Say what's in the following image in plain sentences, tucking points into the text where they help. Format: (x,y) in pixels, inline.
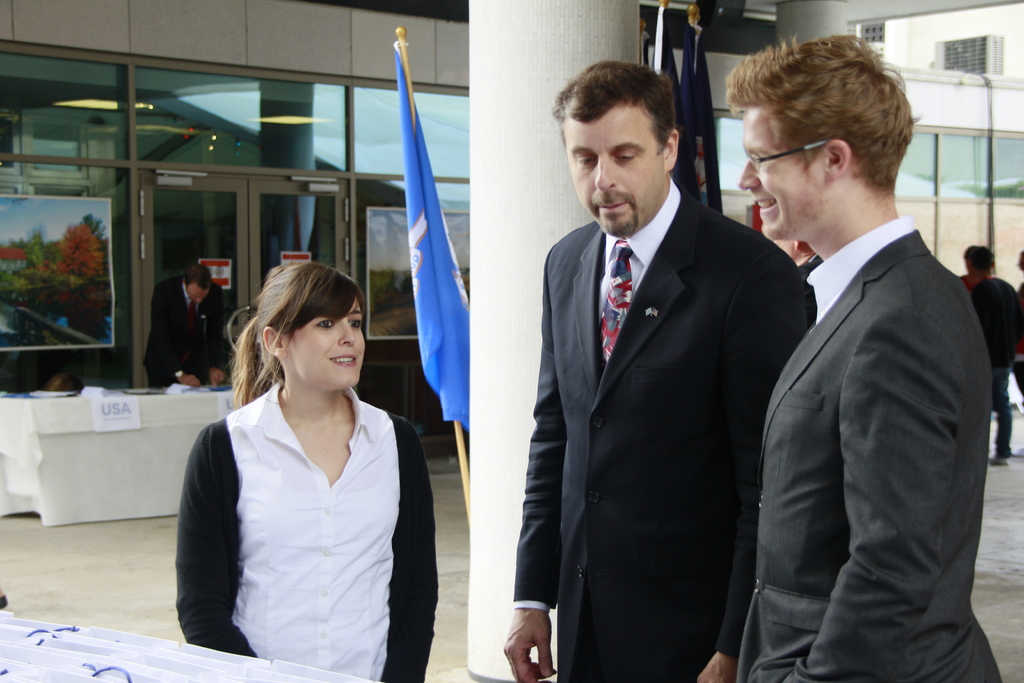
In this image we can see a woman (381,526) and two men (565,594) standing. On the backside (462,395) we can see the flags (442,327), a pillar (493,246), a building (309,213), some people (156,355) standing, a table (96,512) with some papers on it, a building (140,367) and some frames (381,320) on the glass windows (92,367).
